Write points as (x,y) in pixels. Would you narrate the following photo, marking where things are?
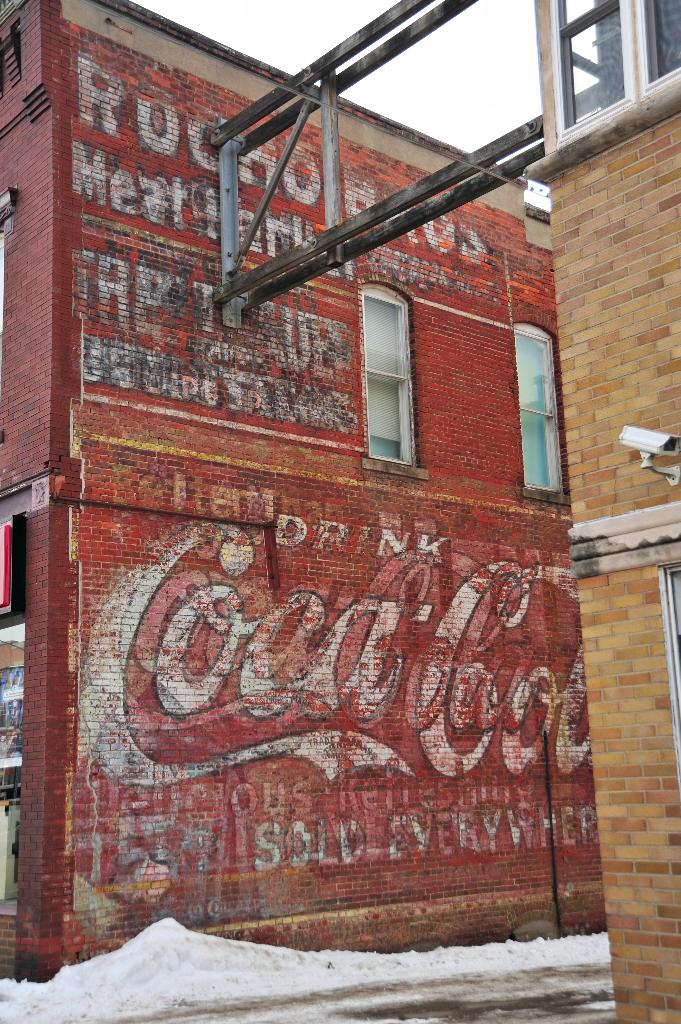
In this image we can see building (485,431), windows (397,376), CCTV camera (664,470), rods (338,228) and sky (333,12). Something written on the red wall (283,619).
